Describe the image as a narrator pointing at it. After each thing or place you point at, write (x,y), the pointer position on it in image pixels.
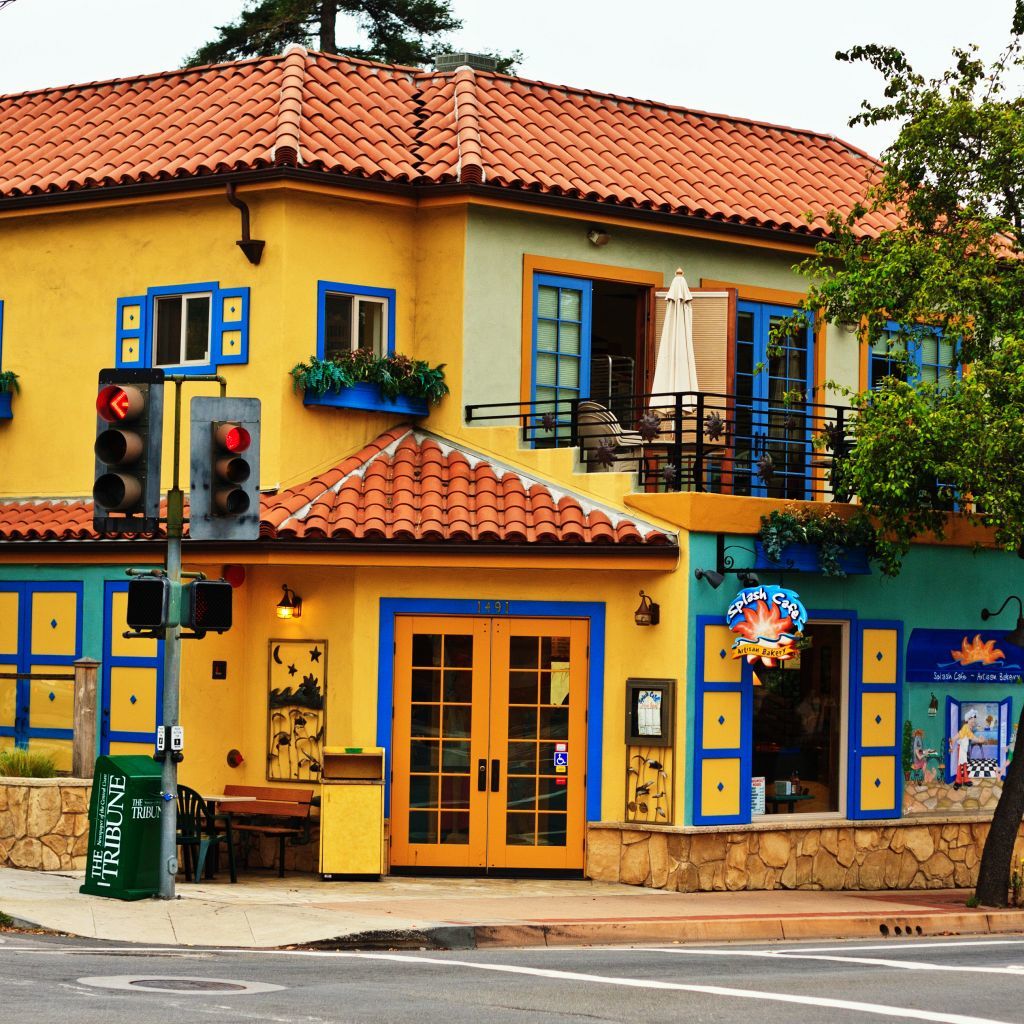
In the foreground of this picture (311,997), there is a road (491,976). In the background (638,371), there is a building (567,405), door (578,379), traffic signal pole (202,480), umbrella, chairs (629,431), plants (357,357), trees (980,229), railing (845,419) and the sky (671,70).
